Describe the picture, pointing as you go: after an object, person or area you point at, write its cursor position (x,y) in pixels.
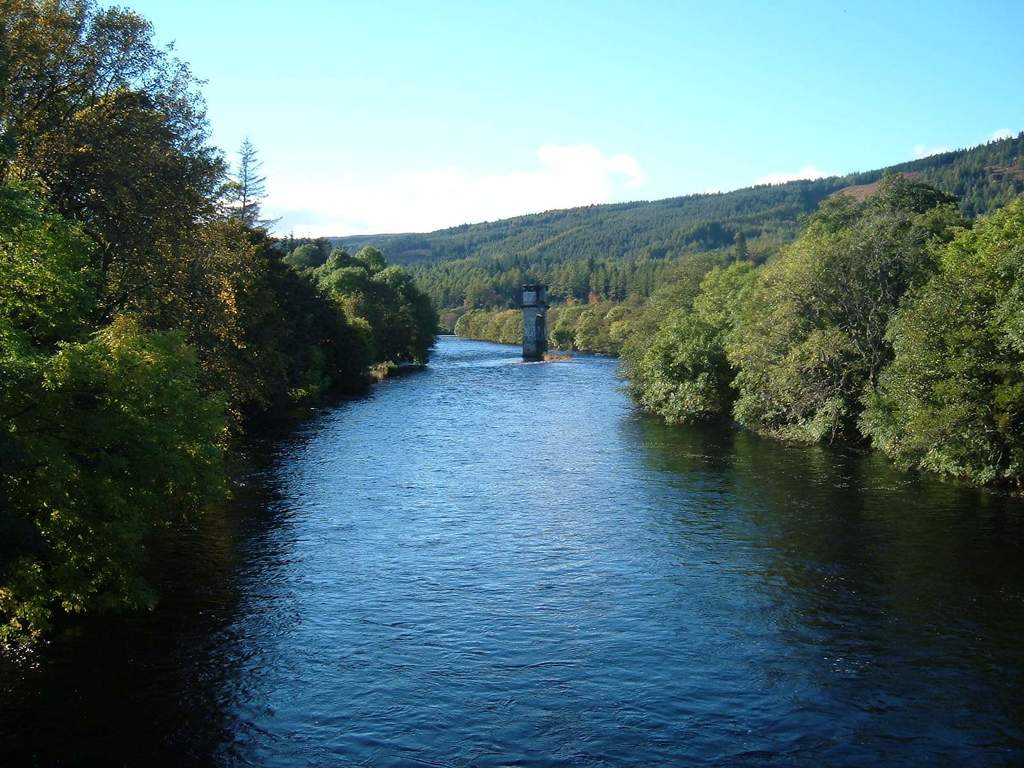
This is an outside view. At the bottom (484,633) there is a river (390,531). On the right (933,258) and left side of the image (144,322) there are many trees (458,288). In the middle of the image (534,326) there is a tower (534,320). At the top of the image (495,90) I can see the sky (512,108) and clouds (501,193).
